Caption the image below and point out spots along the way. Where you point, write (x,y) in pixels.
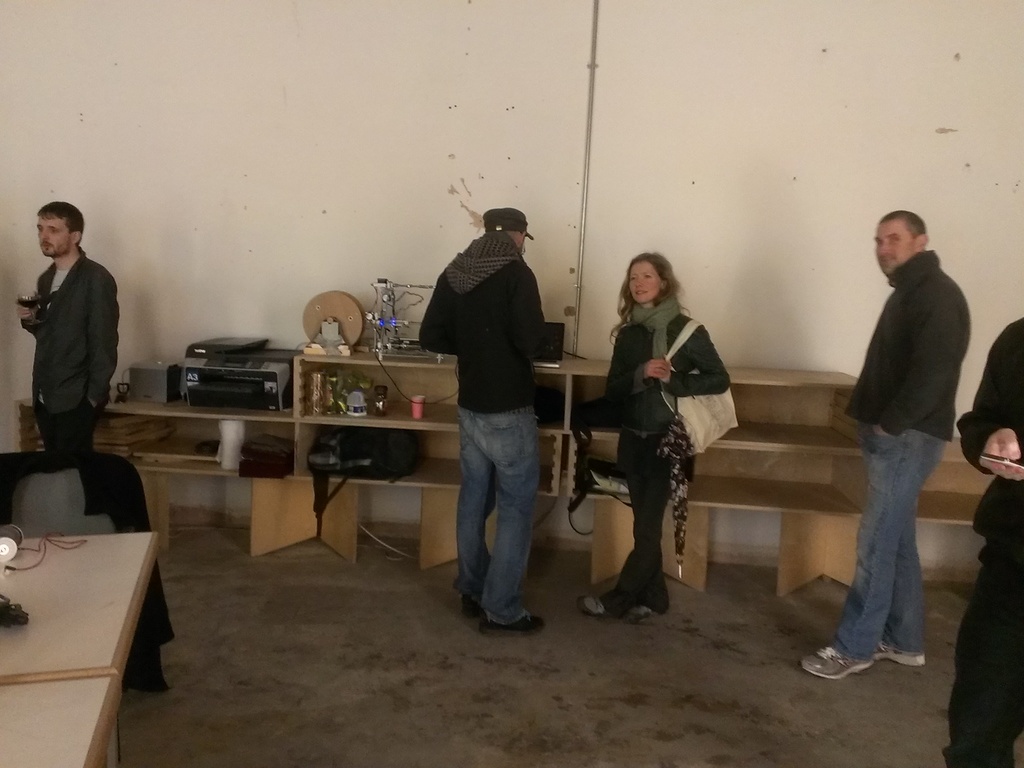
In this image there are three men (898,356) and a woman (687,389) standing, in front there is cupboard (445,397), in that cupboard (383,382) there are some objects (350,408), on the right side (1002,528) a man (998,503) standing, on the left side (100,661) there is a table (113,597), on that table (22,564) there are objects (4,546), in the background (878,78) there is a wall (352,134).
